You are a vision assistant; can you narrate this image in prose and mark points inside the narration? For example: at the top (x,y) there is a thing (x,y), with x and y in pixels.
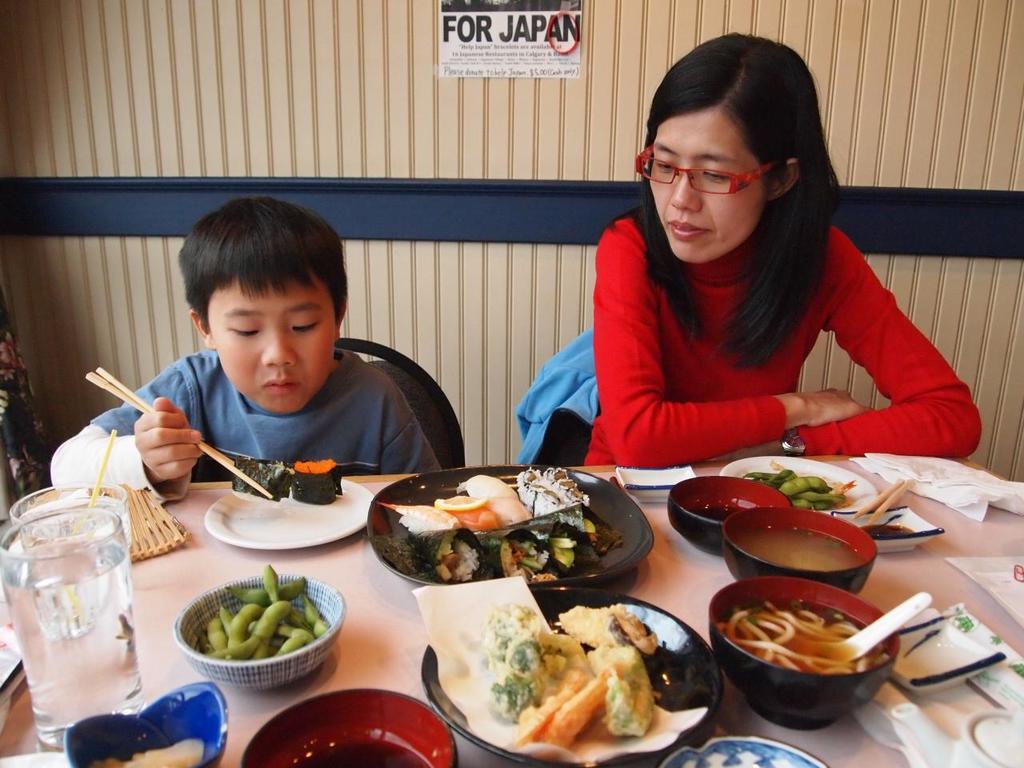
In the picture we can see two persons (721,403) were sitting on the chair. In front of them we can see the dining table (637,627) and on the table (629,501) we can see some food items (617,705). And back of them we can see some paper (520,63) and wall (417,92).
